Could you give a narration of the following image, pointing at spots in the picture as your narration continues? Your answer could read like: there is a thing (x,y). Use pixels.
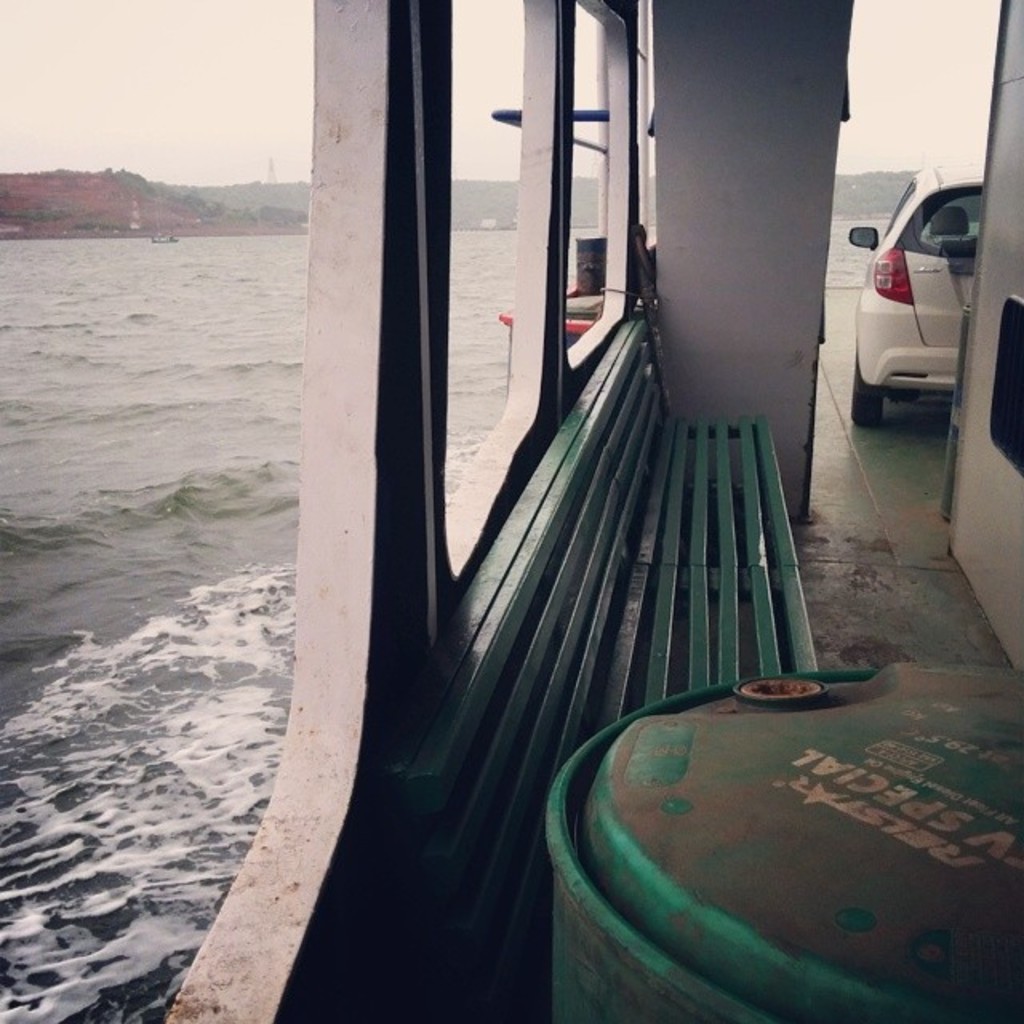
In this image I can see a boat (1002,176) on the water surface (837,270). There is a car (909,356) in the boat (884,503). In the background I can see few mountains (861,179). I can see a chair (651,389).
